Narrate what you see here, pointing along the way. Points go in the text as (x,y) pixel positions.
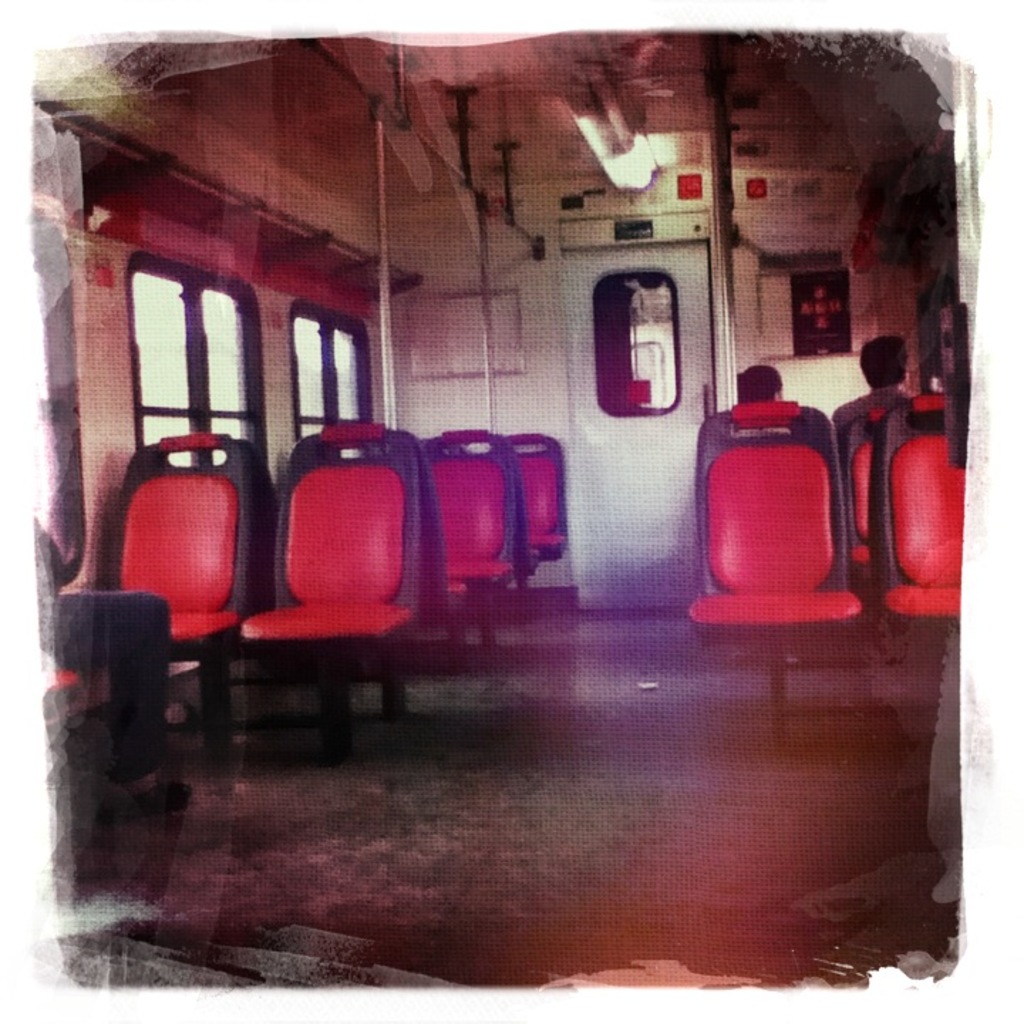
this is an inside view picture of a vehicle (460,586). At the top (628,181) we can see lights (628,181). This is a door (623,466). Here we can see chairs (898,510). These are windows (230,374).
